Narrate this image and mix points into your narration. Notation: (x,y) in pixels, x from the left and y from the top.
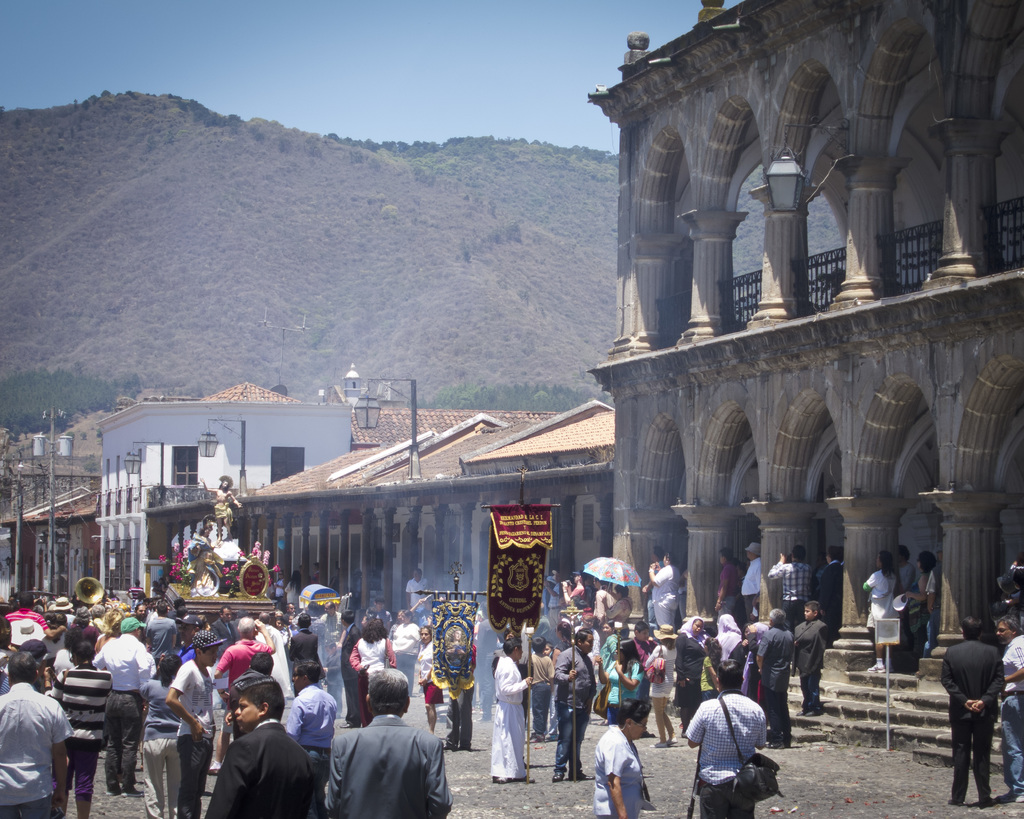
As we can see in the image there are many people (542,735), stairs (872,721), buildings (585,448), statue (235,504), street lamps (377,411), hills (421,300) and sky (332,50).
